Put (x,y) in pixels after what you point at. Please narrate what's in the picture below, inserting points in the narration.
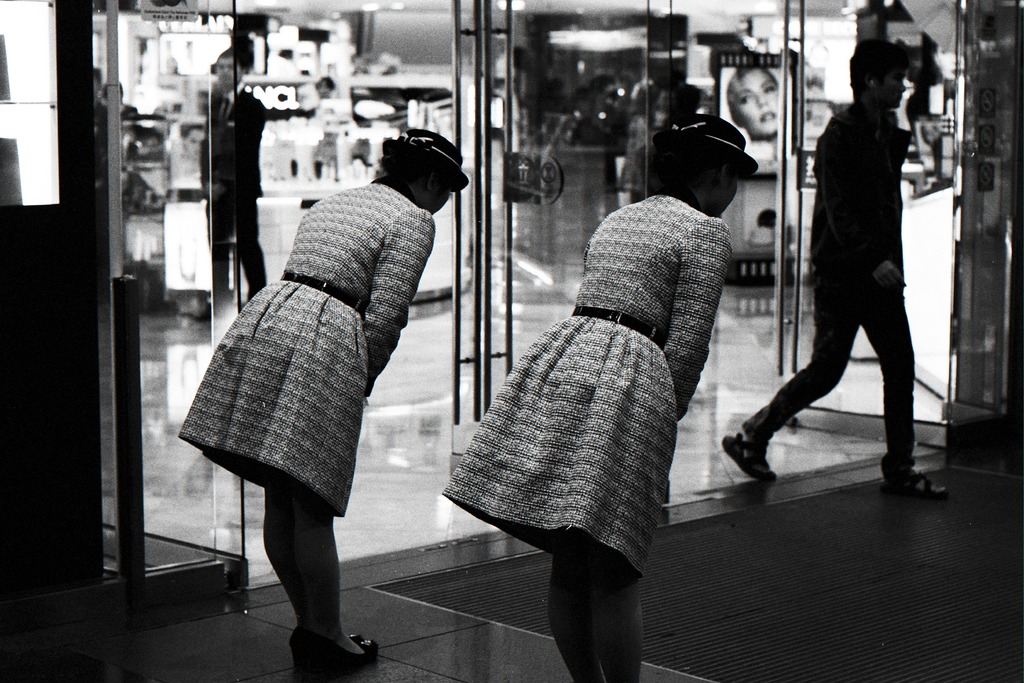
This is a black and white picture, in this image we can see a few people (481,435), glass doors (463,251), through the glass (170,270) we can see some objects (288,74) and posters (761,138).
